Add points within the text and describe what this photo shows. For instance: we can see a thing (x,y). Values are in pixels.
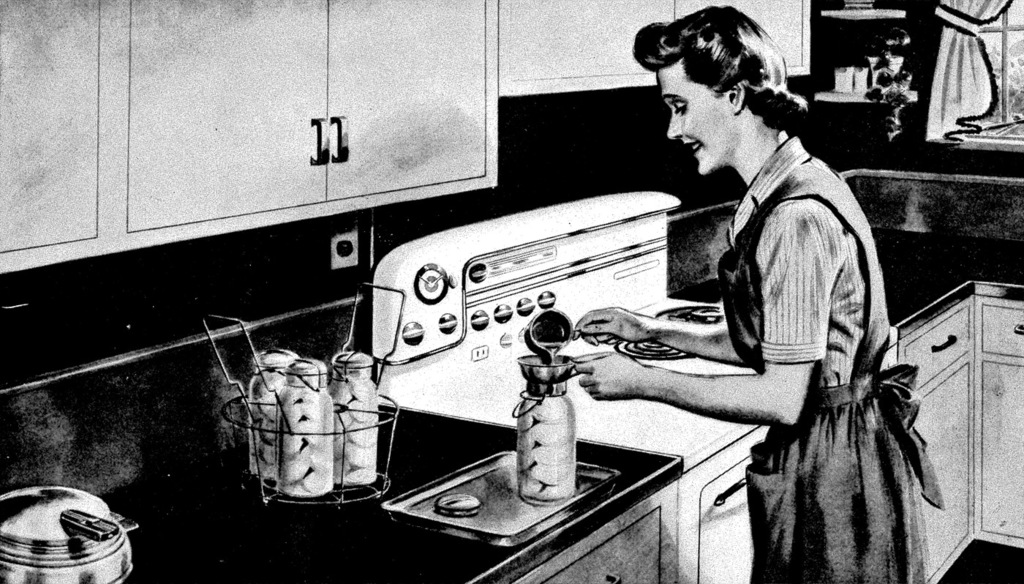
In the picture I can see drawing of a woman (728,273) who is standing and holding some objects (561,336) in hands (614,381). I can also see a kitchen table (208,513) which has utensils (120,543) and some other objects (403,497) on it. Here I can see cupboards (394,111) and a window (1002,108).
